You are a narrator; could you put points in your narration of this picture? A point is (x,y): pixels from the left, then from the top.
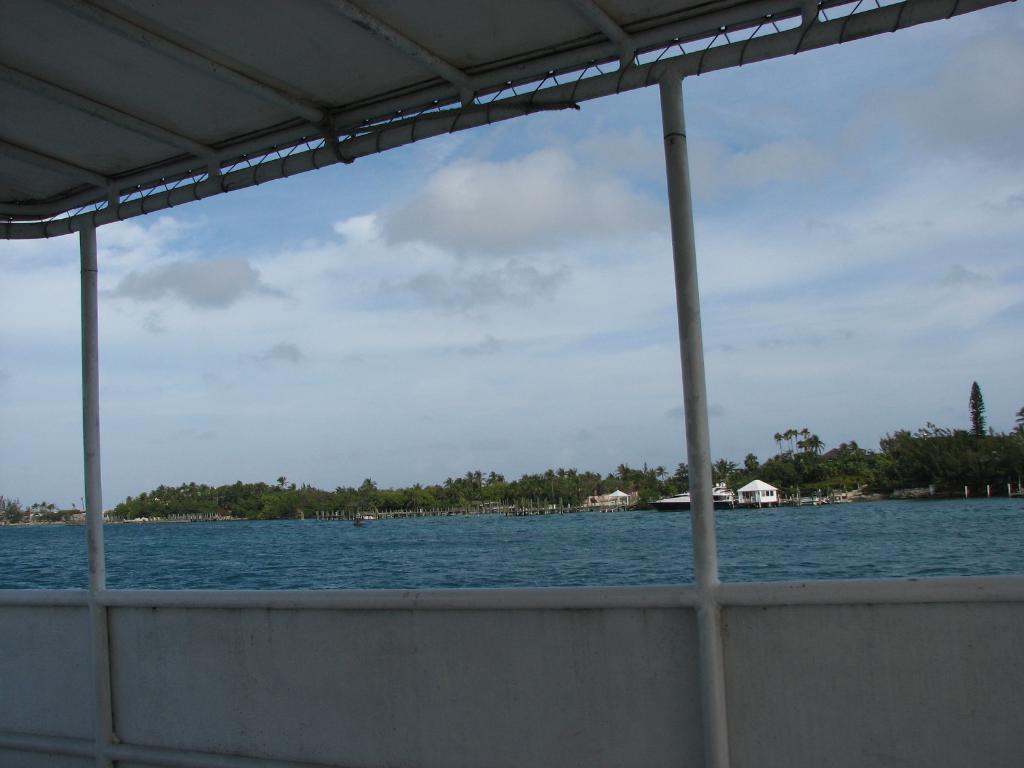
In this image we can see a shed (186,20), water (336,566), there are few trees (829,479), buildings (618,495) and the sky (531,306) with clouds (540,212) in the background (571,422).
